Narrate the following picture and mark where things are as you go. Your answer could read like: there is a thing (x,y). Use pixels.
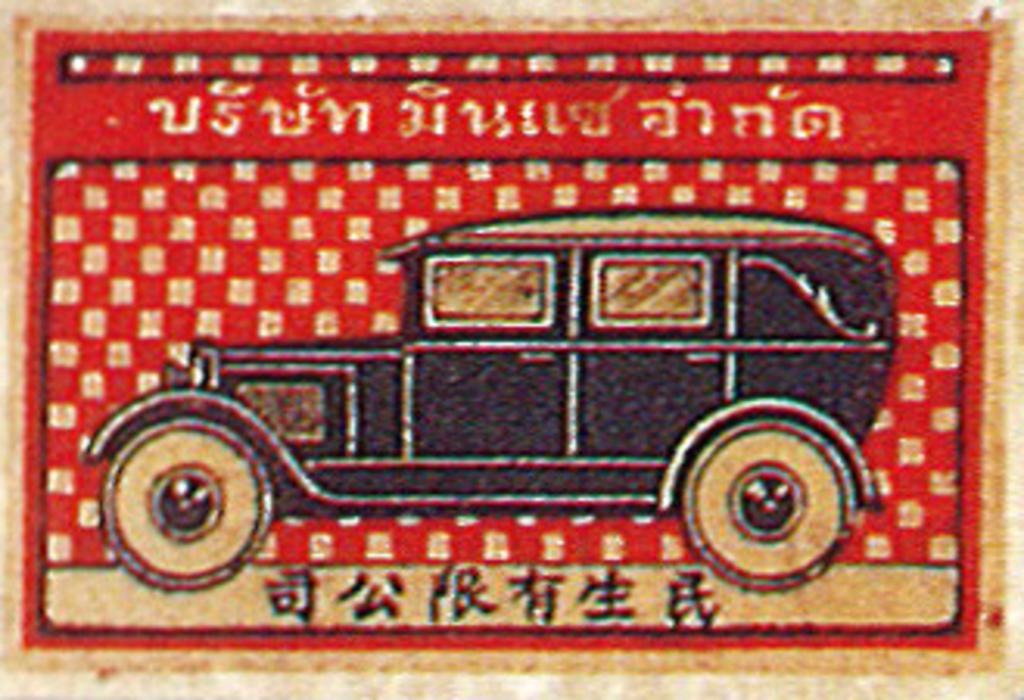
In this picture, it is looking like a poster (442,459) of a vehicle (526,322) and behind the vehicle (567,282) there is a red and gold background (208,173).
